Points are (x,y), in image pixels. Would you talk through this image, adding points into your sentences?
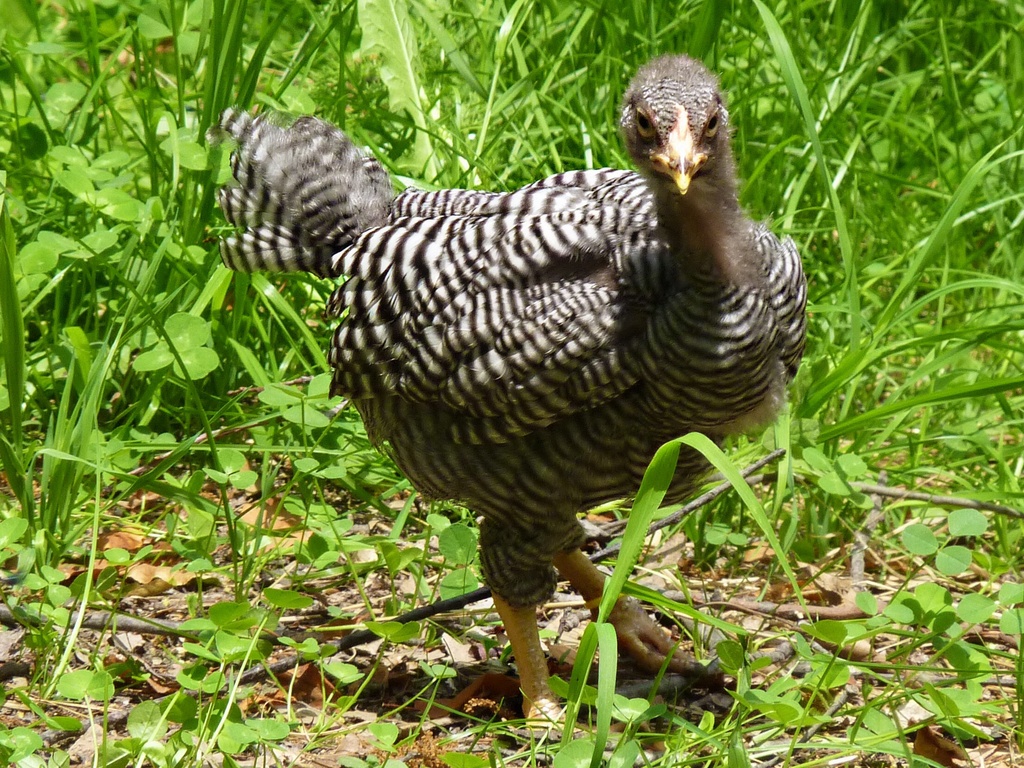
In the image in the center (517,366) we can see one hen (583,413), which is in black and white color. In the background (387,125) we can see grass (493,77).
